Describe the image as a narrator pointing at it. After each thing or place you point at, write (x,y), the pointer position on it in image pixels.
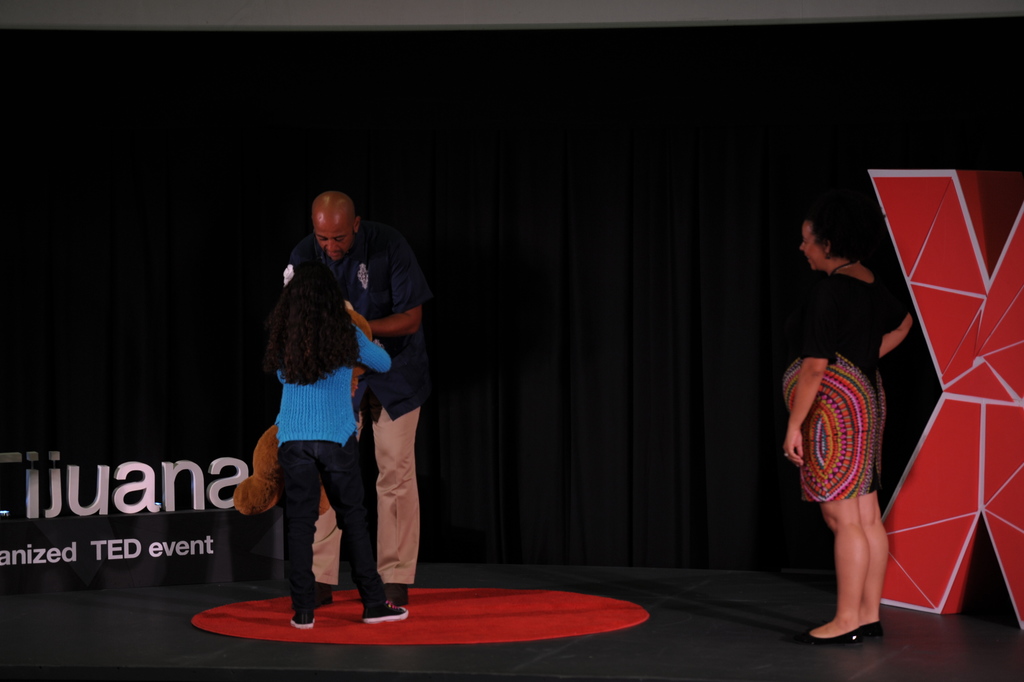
In this picture we can observe a man (381,285) on the stage (511,650). We can observe a girl (340,426) in front of him. On the right side (808,247) there is a woman (807,394) standing. We can observe text (56,493) on the left side (61,478). In the background (567,403) we can observe a black color curtain (556,263).
